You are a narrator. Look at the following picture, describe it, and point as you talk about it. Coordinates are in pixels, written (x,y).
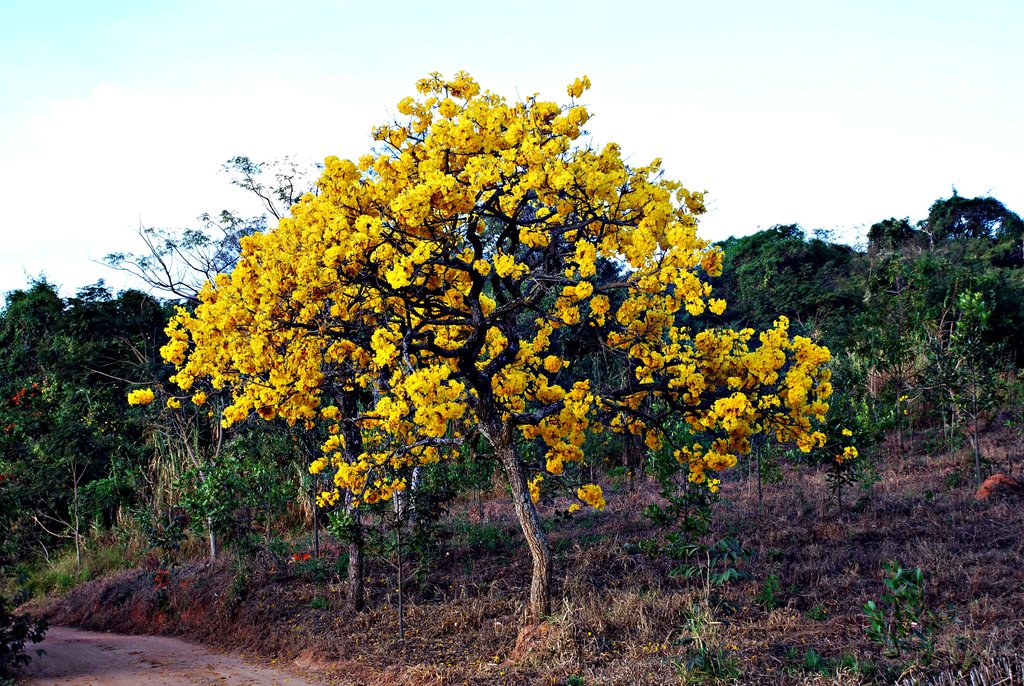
In this image there are trees (512,369) and grass (419,606). On the bottom left side of the image (131,661) there is a path (147,665). In the background (226,101) there is the sky (248,105).
